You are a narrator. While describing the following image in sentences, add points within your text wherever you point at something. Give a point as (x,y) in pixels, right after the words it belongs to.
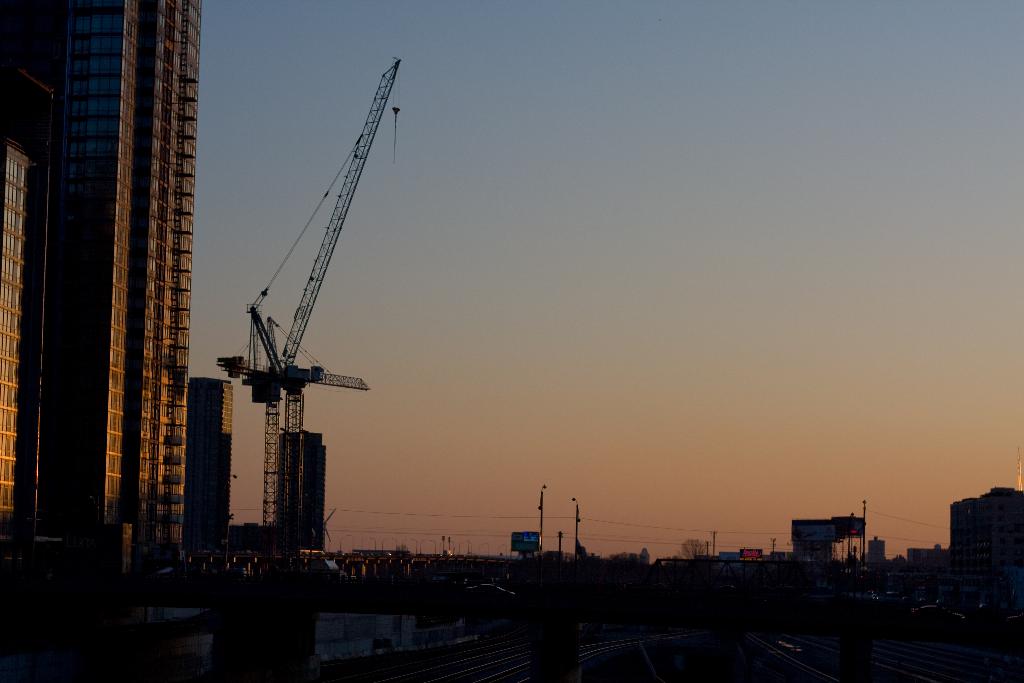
To the left side of the image (23,288) there are buildings (172,314). There is a crane (293,331). There are electric poles (541,544) and wires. At the top of the image (648,162) there is sky (548,230).
